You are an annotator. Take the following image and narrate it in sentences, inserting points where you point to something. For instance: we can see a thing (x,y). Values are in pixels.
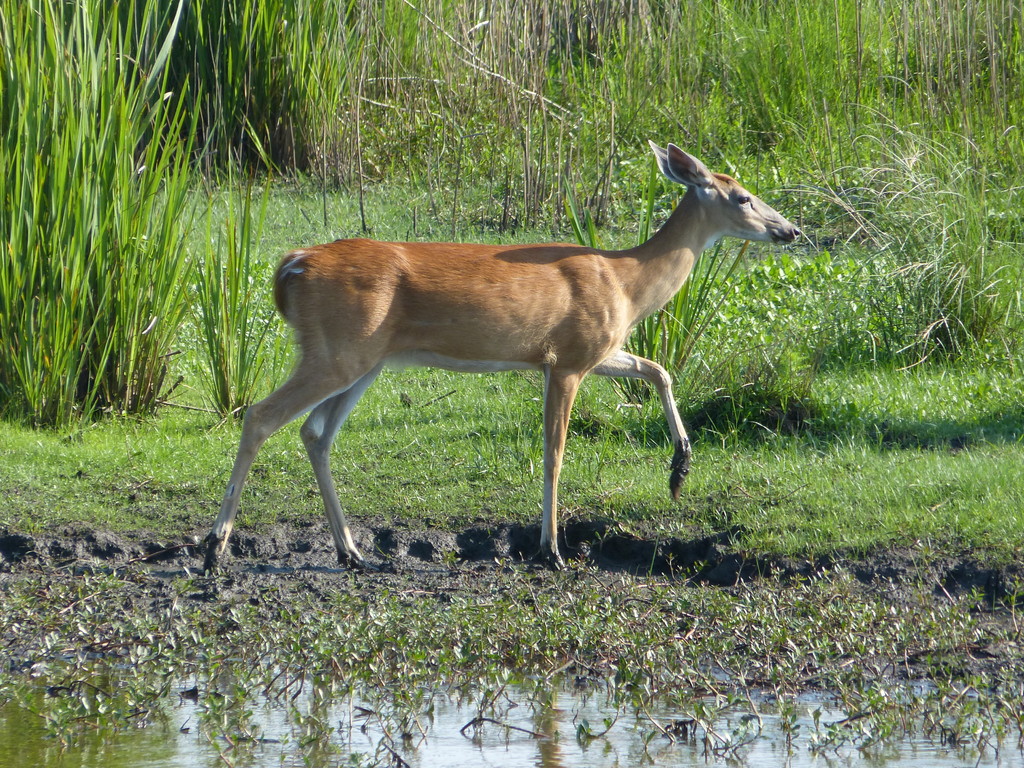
In this picture we can see deer (338,407) in a mud (457,550), around we can see grass (771,471), water (499,706) and plants (298,152).
